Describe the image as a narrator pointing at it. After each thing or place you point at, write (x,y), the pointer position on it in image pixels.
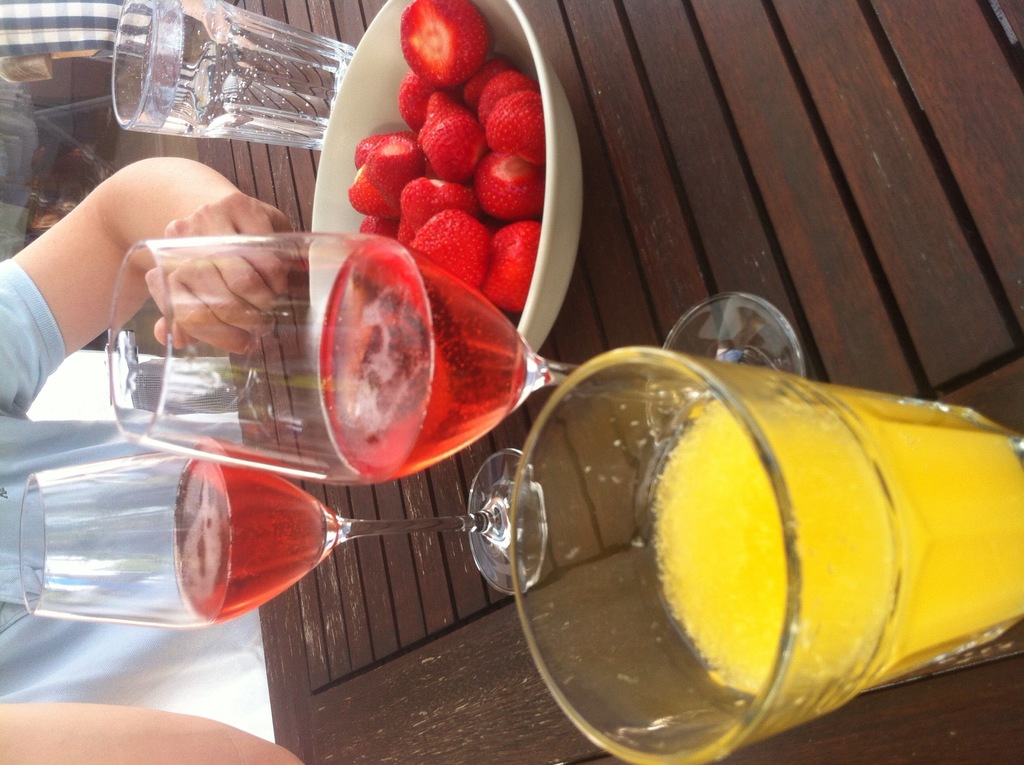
This image is in left direction. On the right side (794,262), I can see a table (848,242) on which a bowl (515,40) which consists of strawberries (451,188) in it, wine glasses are placed. On the left side (63,683), I can see a person (37,312) at this table (294,720) and sitting.
